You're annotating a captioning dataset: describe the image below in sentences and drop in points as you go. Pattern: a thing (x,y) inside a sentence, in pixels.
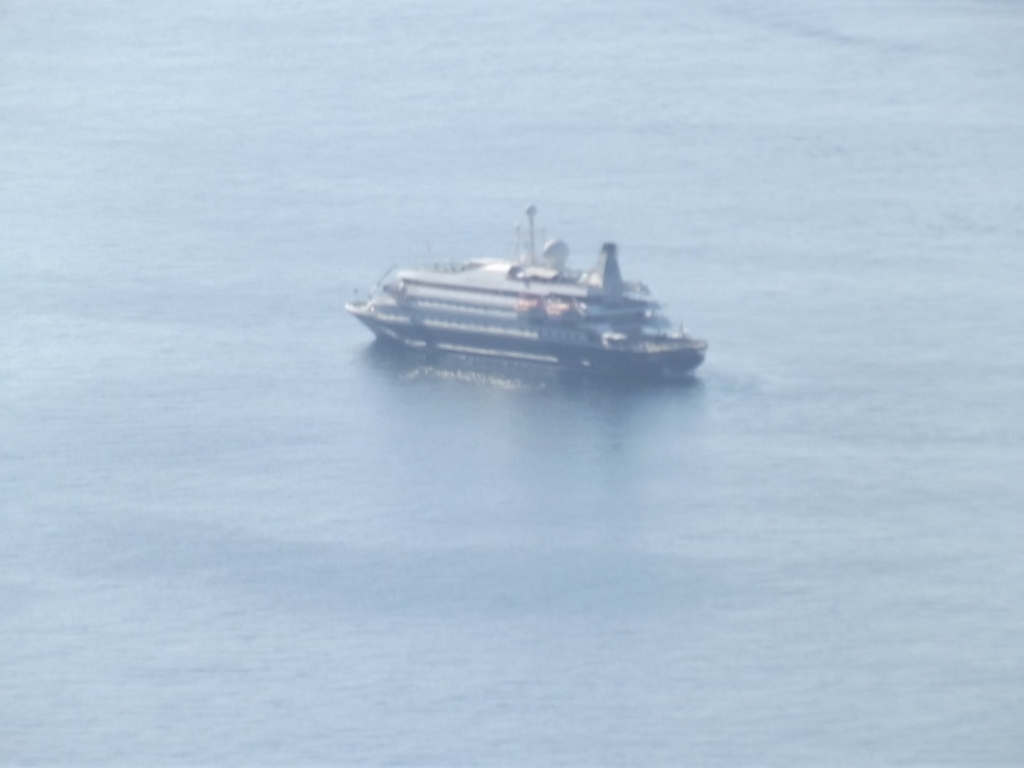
In this image we can see water (738,376) in the water (697,376) the ship (523,330) is floating.
